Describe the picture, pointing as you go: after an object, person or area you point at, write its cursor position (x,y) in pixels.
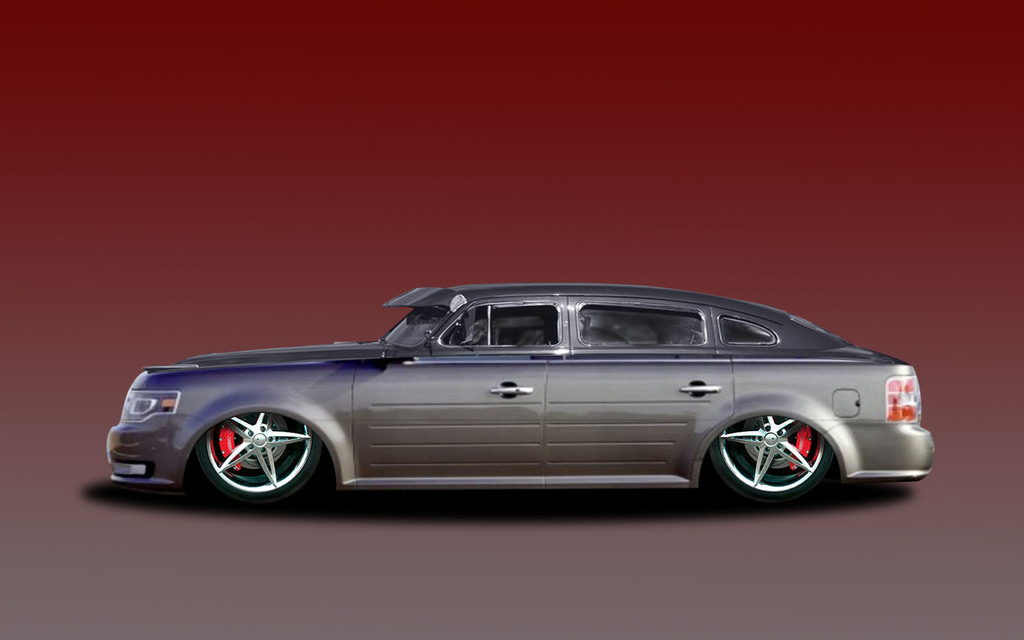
In this image there is a car (862,359), in the background (915,52) there is brown color.
